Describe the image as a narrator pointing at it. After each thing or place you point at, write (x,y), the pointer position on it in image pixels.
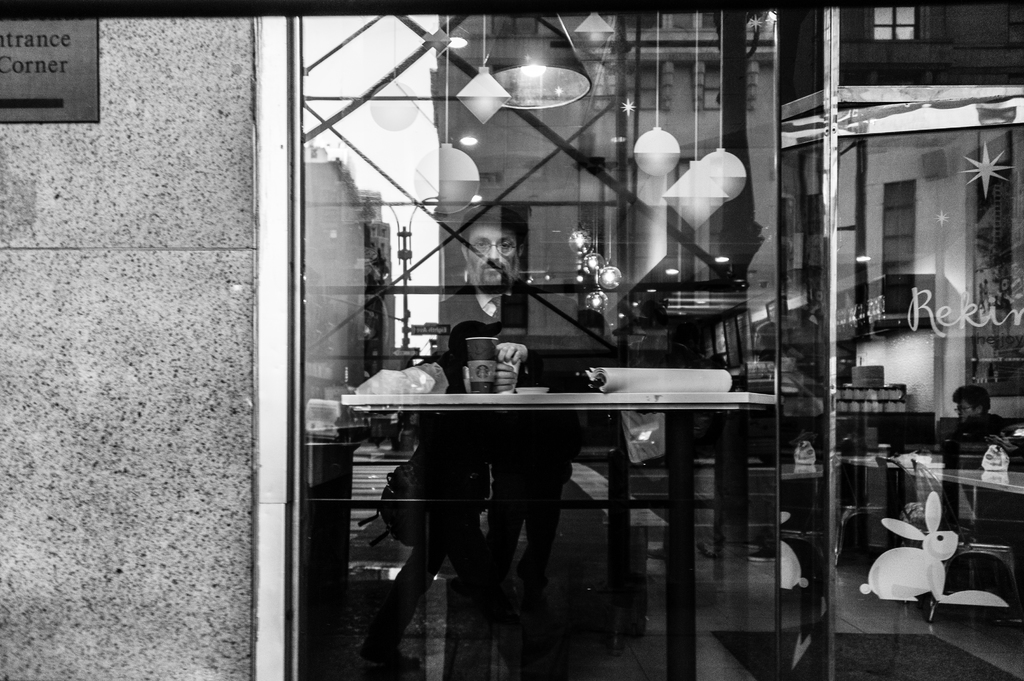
This is a black and white image. I can see the reflection (366,336) of the buildings (366,322), lights (438,201) to a pole (404,235) and the sky (419,94) on a glass door (840,520). Behind the glass door (507,429), there are two persons (498,375), tables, chairs (909,491), cups (480,372), lights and few other objects (715,381). In the top left corner of the image (98,122), I can see a name board (60,86) to a wall (84,384).
